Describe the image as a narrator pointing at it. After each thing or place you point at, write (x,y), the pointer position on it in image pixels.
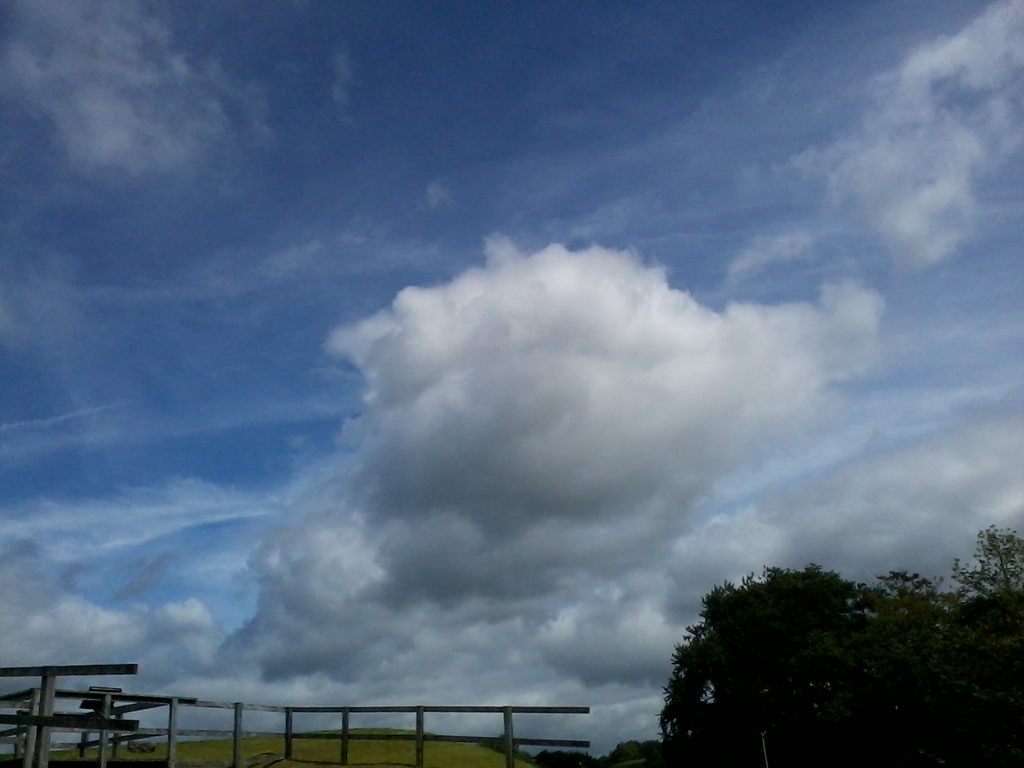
In this picture we can see there is the cloudy sky (355,318). At the bottom of the image (266,707), it looks like a wooden fence (193,702). At the bottom right corner of the image (720,710), there are trees (720,710).
